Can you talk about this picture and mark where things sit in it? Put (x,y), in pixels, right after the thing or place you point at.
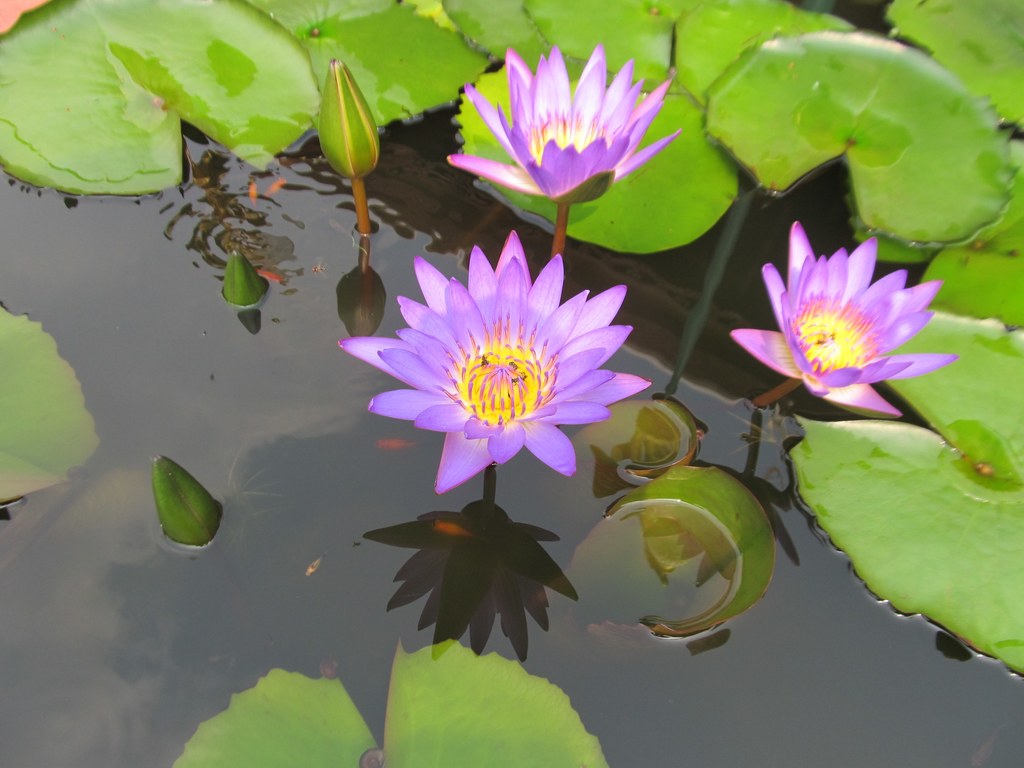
In this image I can see the flowers (562,258) which are in yellow and purple color. TO the side I can see the leaves (886,174). These are in the water (371,388).
